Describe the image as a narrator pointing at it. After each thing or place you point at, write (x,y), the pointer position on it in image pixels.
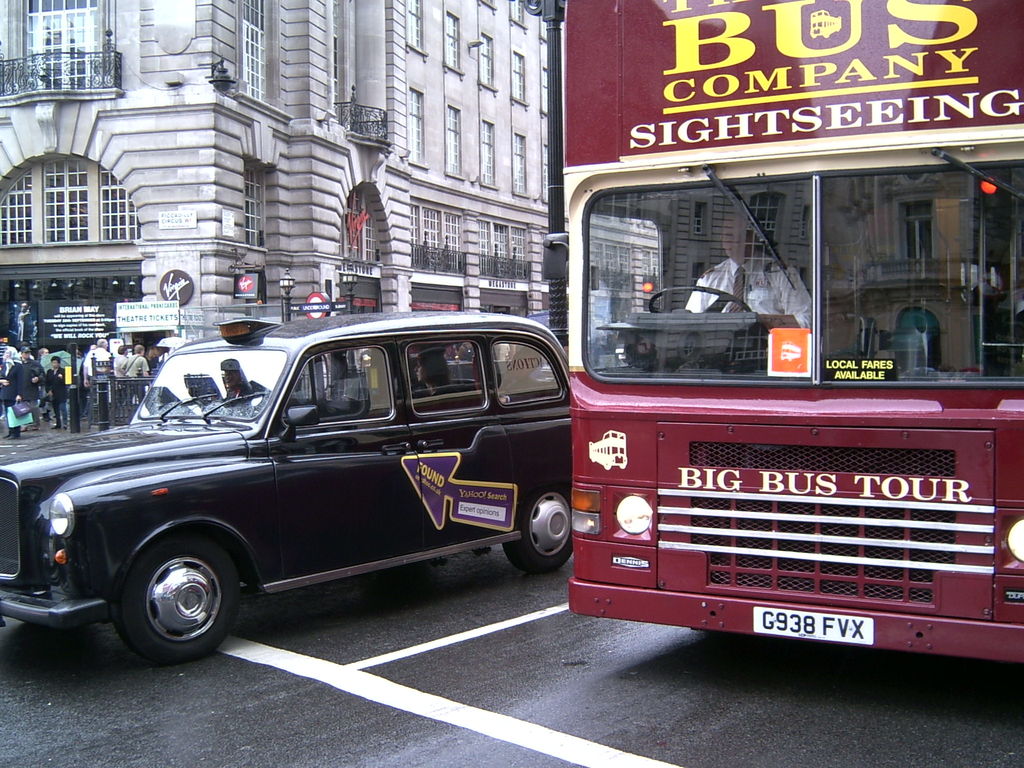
This image is clicked on the road (294,714). There are vehicles (537,447) moving on the road (407,593). There is text (423,471) on the vehicles (440,481). there are people (233,390) sitting in the vehicles (653,302). Beside the road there is a walkway (59,430). There are people (128,357) walking on the walkway (34,439). There is a railing (109,392) on the walkway (43,430). Beside the walkway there is a building (291,59). There are boards (133,305) with text (64,315) on the buildings (344,283).
